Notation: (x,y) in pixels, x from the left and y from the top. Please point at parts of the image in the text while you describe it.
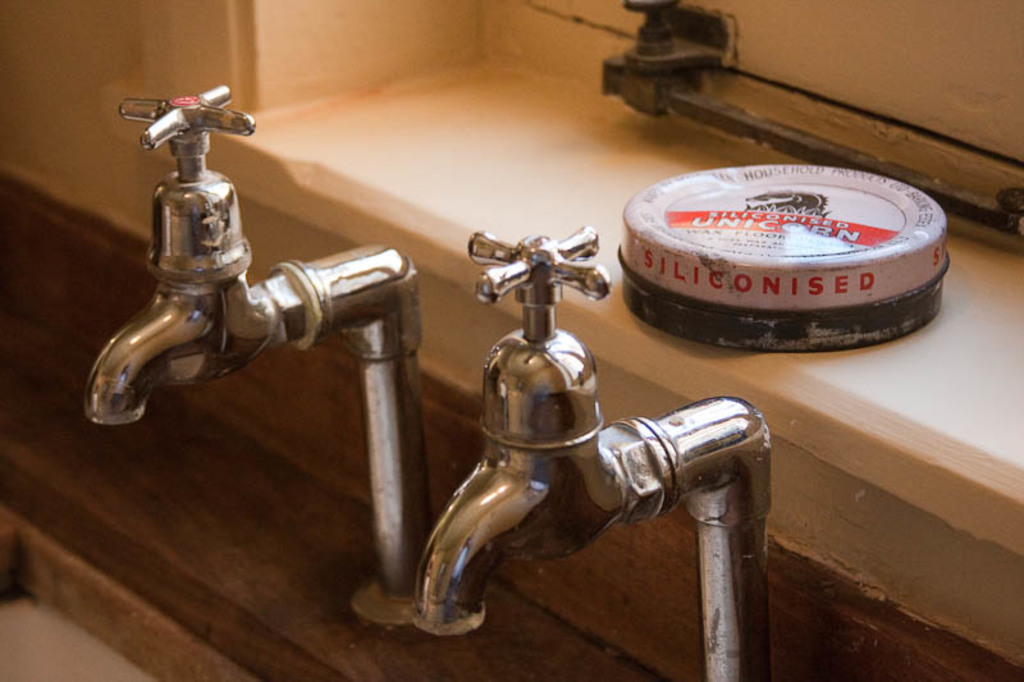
Here we can see two taps (429,632) and there is a box (858,279) on the platform (1019,362).
